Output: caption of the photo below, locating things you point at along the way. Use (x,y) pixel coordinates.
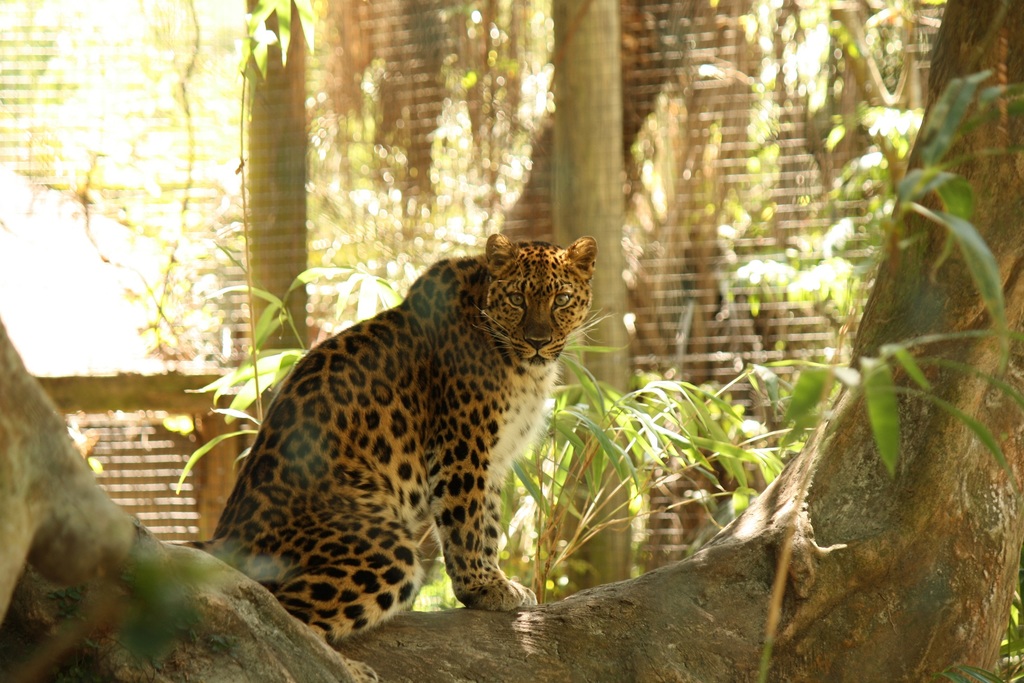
In this picture there is a leopard (496,247) in the center of the image (456,450) and there is a net (424,129) and greenery (601,419) in the background area of the image (635,255).
